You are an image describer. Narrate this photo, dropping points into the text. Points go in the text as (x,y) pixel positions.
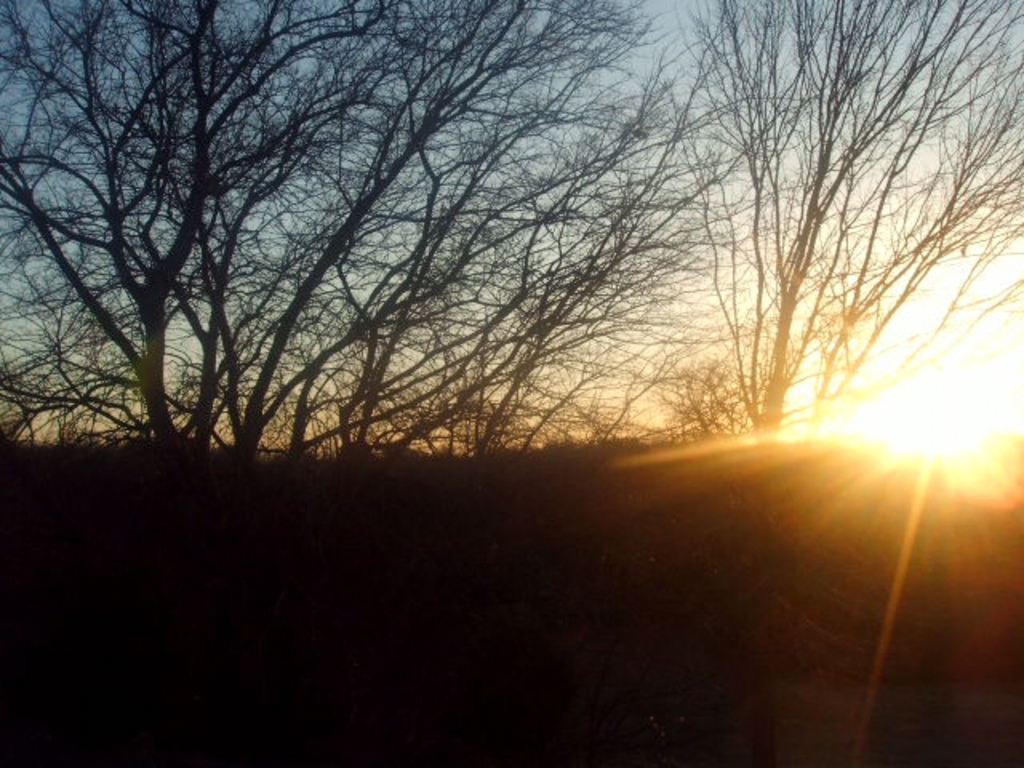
There are trees (202,382). At the bottom of the picture (315,609), it is black in color. On the right side of the picture (869,391), we see the sun (948,425).
